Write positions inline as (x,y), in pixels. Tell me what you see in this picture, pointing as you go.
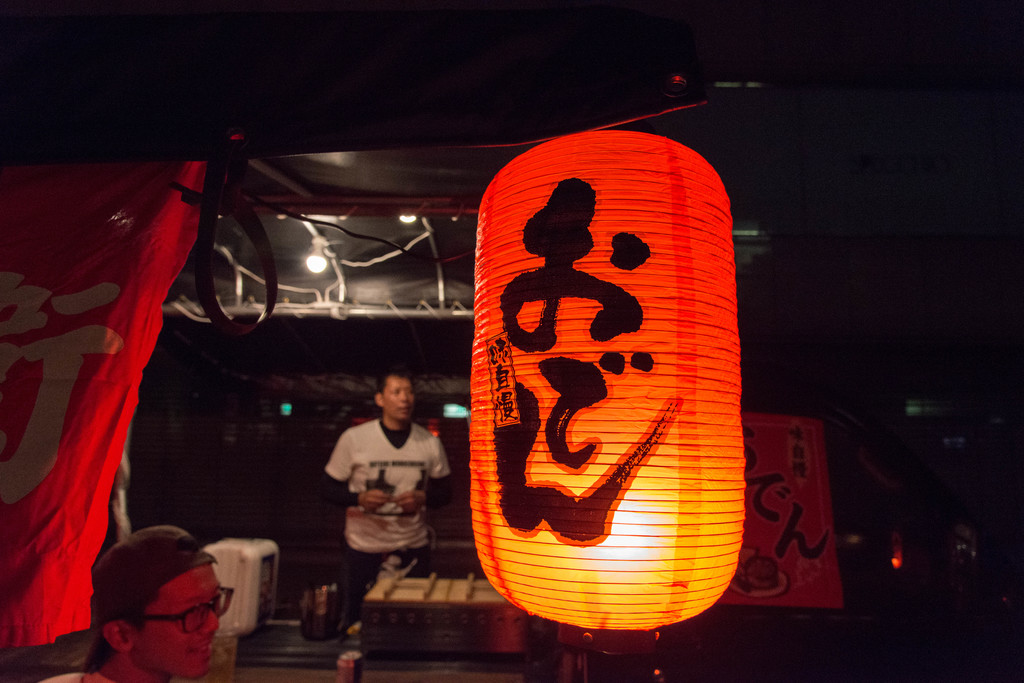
In this image there is a person (165,571) and it looks like a red colored cloth (126,361) on the left corner (116,398). There is a lantern (567,635) in the foreground (527,376). It is dark on the right corner (923,355). There are objects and a person (431,451) in the foreground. There are lights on the roof (356,279) at the top (402,218).
